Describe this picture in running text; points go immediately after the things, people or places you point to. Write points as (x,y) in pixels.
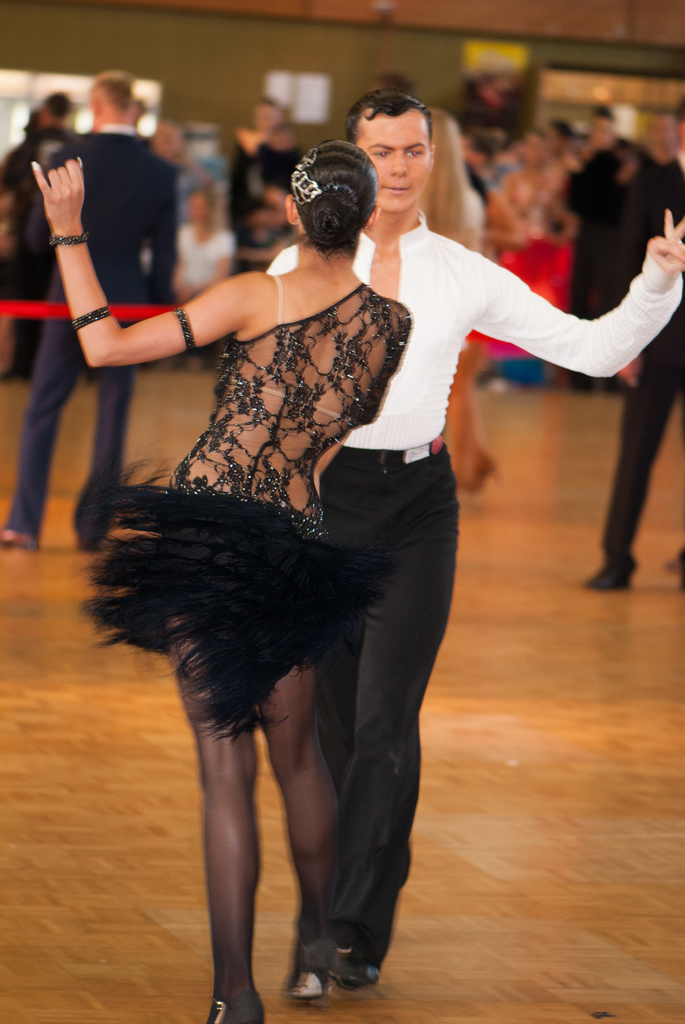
In the picture I can see some people (337,410) are standing on the wooden floor (150,802). In the background (226,126) I can see a wall (247,122) and some other objects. The background of the image (223,135) is blurred.
